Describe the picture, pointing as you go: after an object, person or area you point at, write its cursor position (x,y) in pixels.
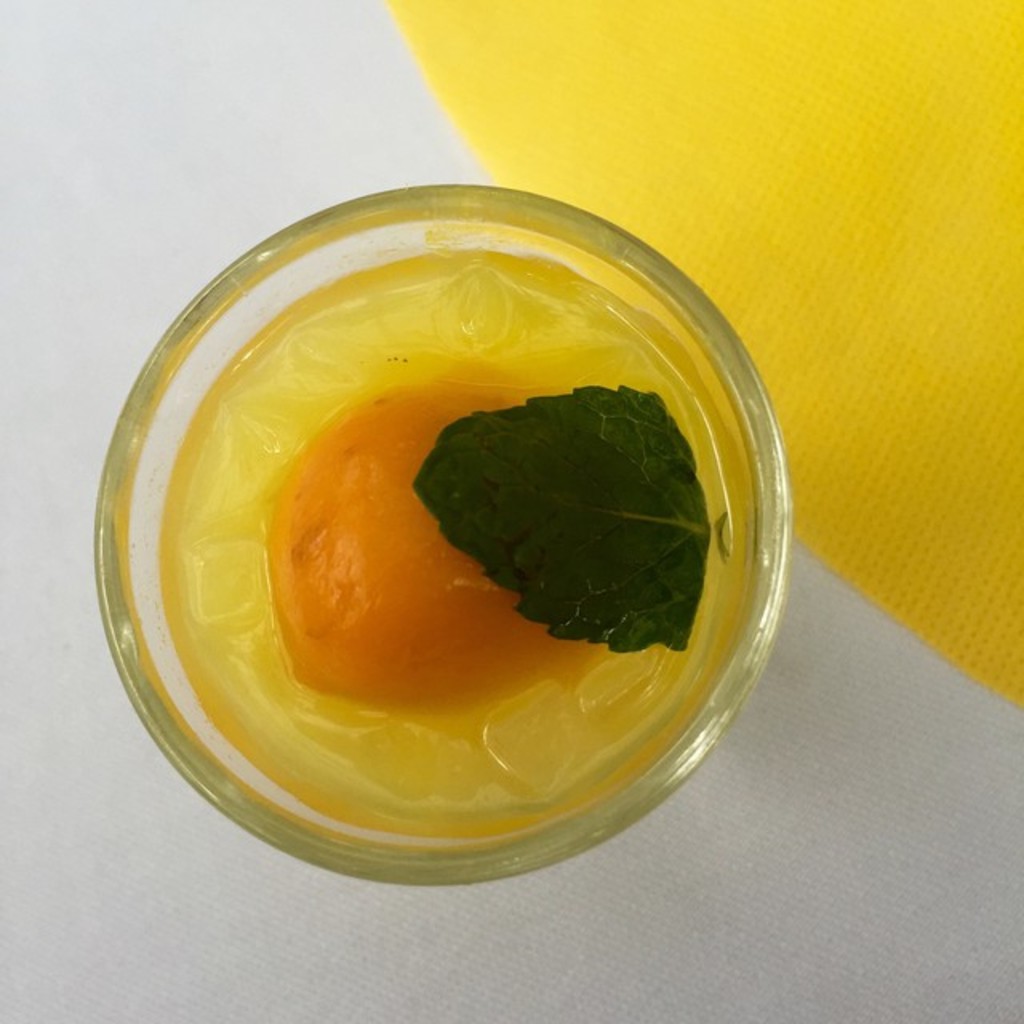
In this picture there is a bowl (704,754) in the center of the image (525,447), which contains liquid (719,617) and a leaf (421,479) in it, there is a tissue (756,181) in the top right side of the image (824,194).
